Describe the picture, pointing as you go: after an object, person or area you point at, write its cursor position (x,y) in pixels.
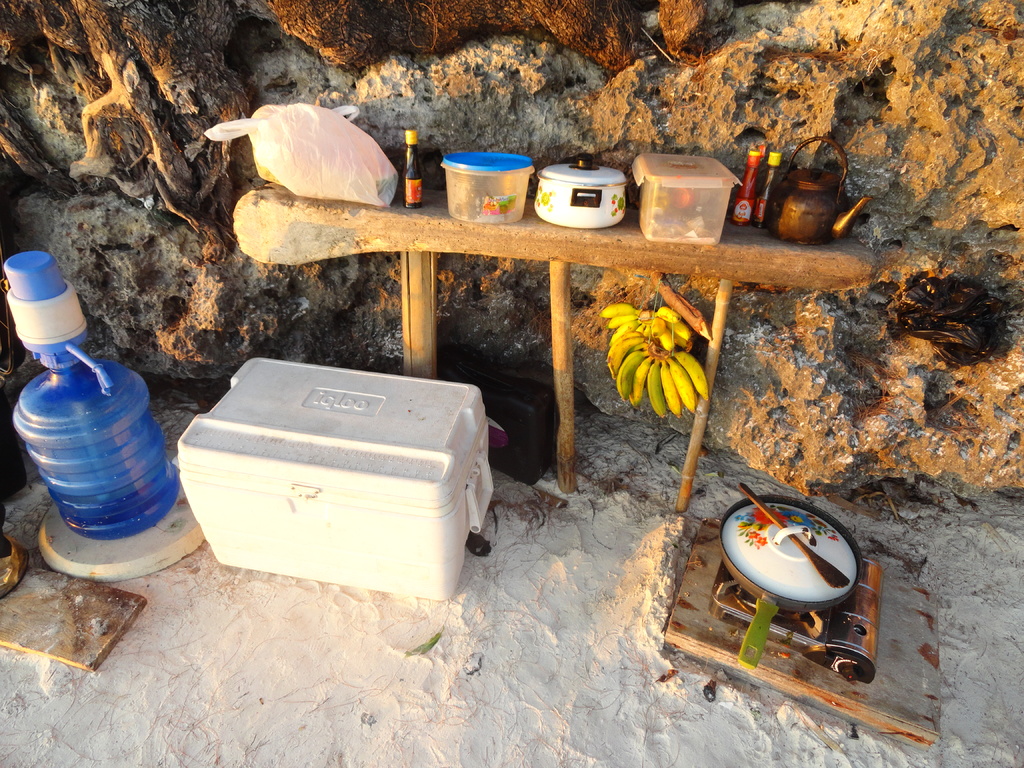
In this image, In the middle (571,484) there is a table (759,275) which is in yellow color on that table (261,226) there are boxes (665,205) and there is a carry bag (297,192) which is in white color and there are some bottles (411,181) on the table (424,190), In the left side (258,516) there is a white color box (316,517) kept on the ground (294,594) and there is a blue color bottle (124,447), In the right side (897,670) there is a brown color board (897,670) on that board (900,658) there is a white color object (805,539), In the background (833,361) there is a brown color wall (436,78).
